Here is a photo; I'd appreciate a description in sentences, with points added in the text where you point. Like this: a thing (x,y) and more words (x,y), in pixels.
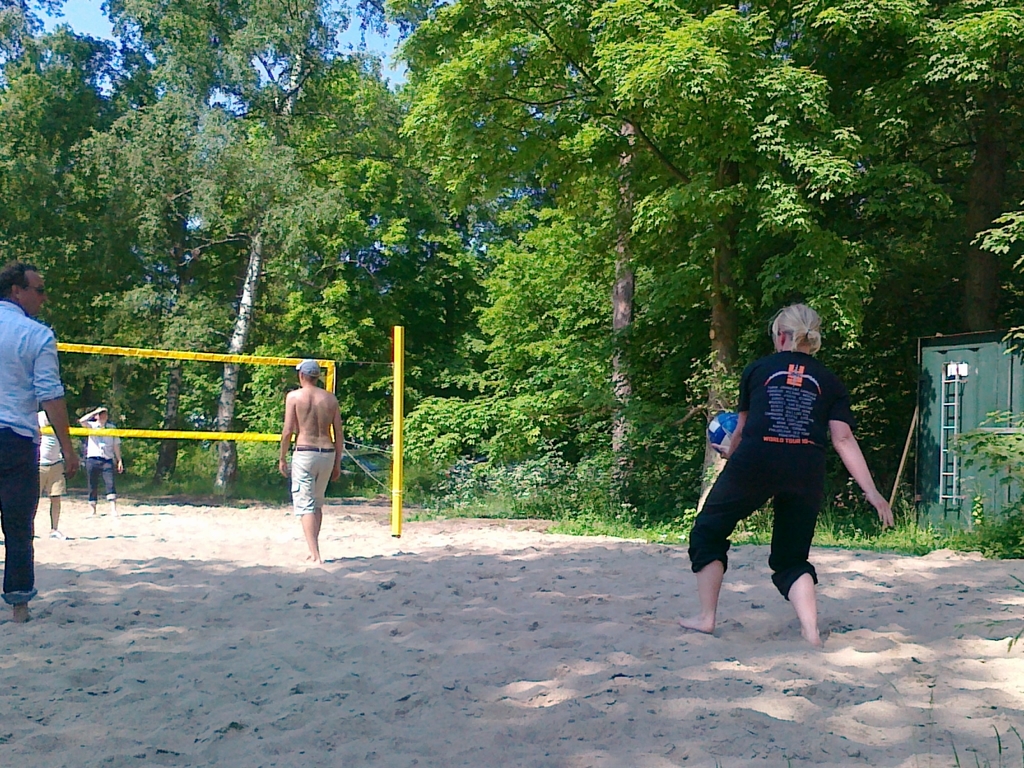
On the left side (58,418), there is a person (6,332) in blue color shirt (35,371) standing on the sand surface (42,619). On the right side (815,622), there is a person (780,372) in black color dress (774,407) holding a ball (709,427) with one hand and standing on the sand surface (723,640). In the background (82,276), there are persons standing on the sand surface (360,525), there is an yellow color net (201,358) attached to the yellow color pole (398,335), there are trees (426,187) and there is blue sky (61,19).
